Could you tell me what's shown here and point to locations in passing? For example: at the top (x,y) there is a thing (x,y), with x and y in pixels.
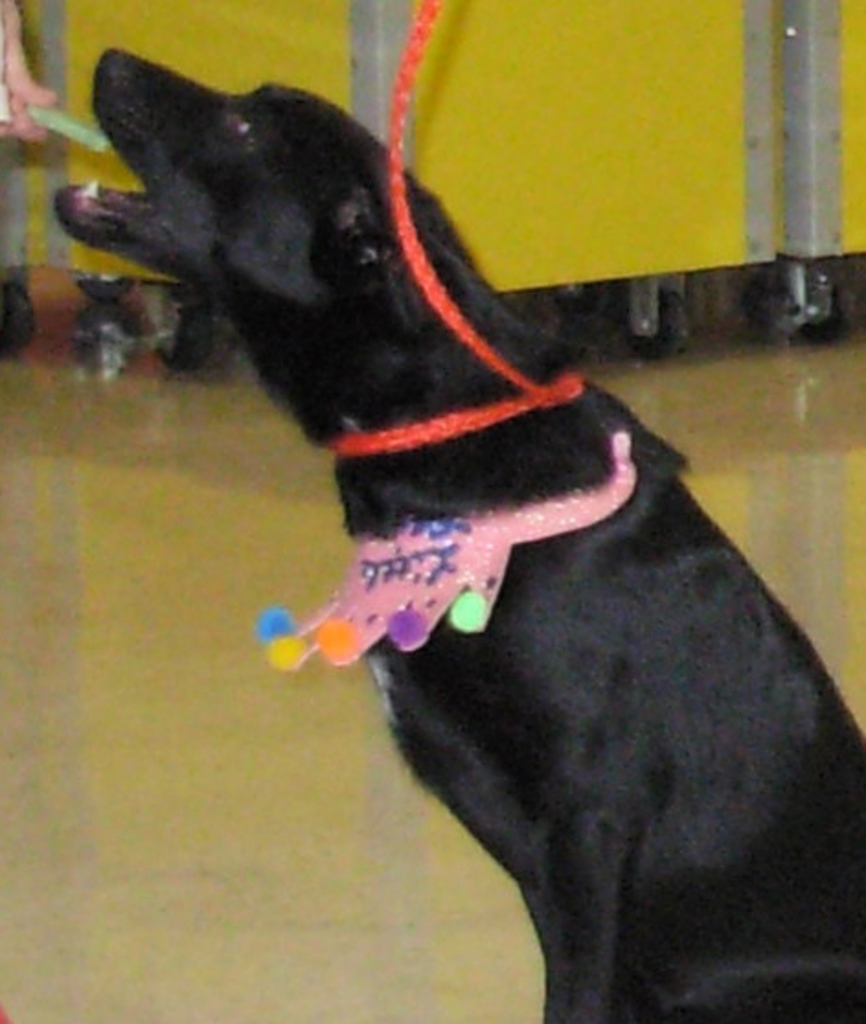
In this picture we can see a dog (680,708) in the middle of the image (462,441), and it is tied with a belt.
